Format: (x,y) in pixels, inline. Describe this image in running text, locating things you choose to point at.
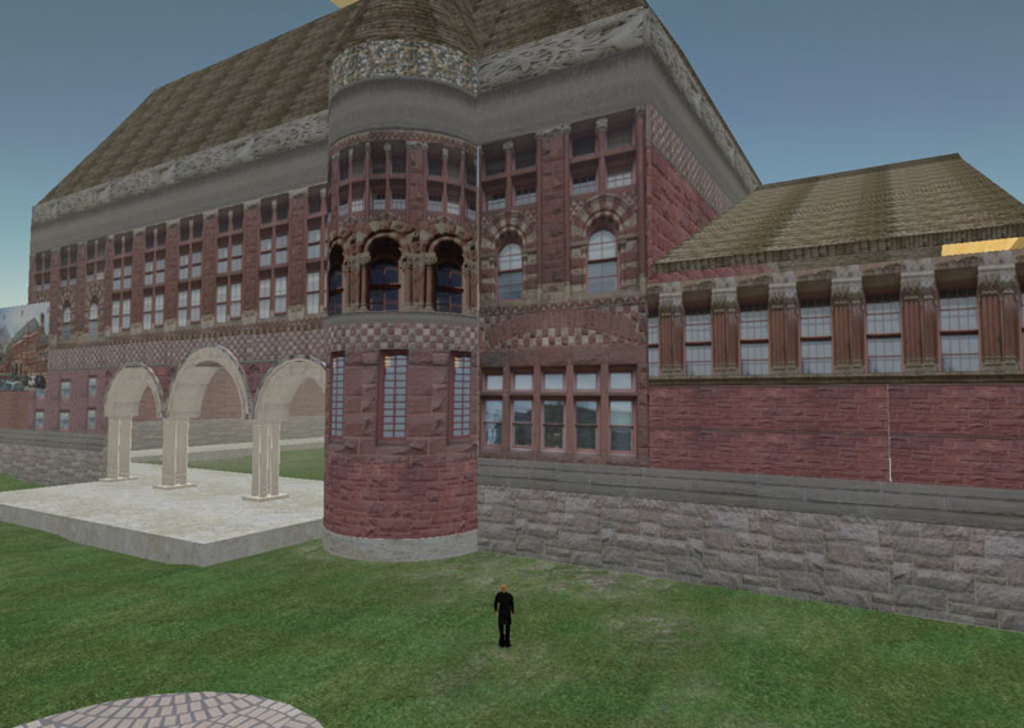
This is an animated image. In this image we can see the Estate (235,532), one object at the top of the image (347,8), some grass (521,593) on the ground (481,572), one person (504,586) standing on the ground (544,572), one photo (14,318) on the left side of the image (2,328) and at the top (942,75) there is the sky (15,215).
